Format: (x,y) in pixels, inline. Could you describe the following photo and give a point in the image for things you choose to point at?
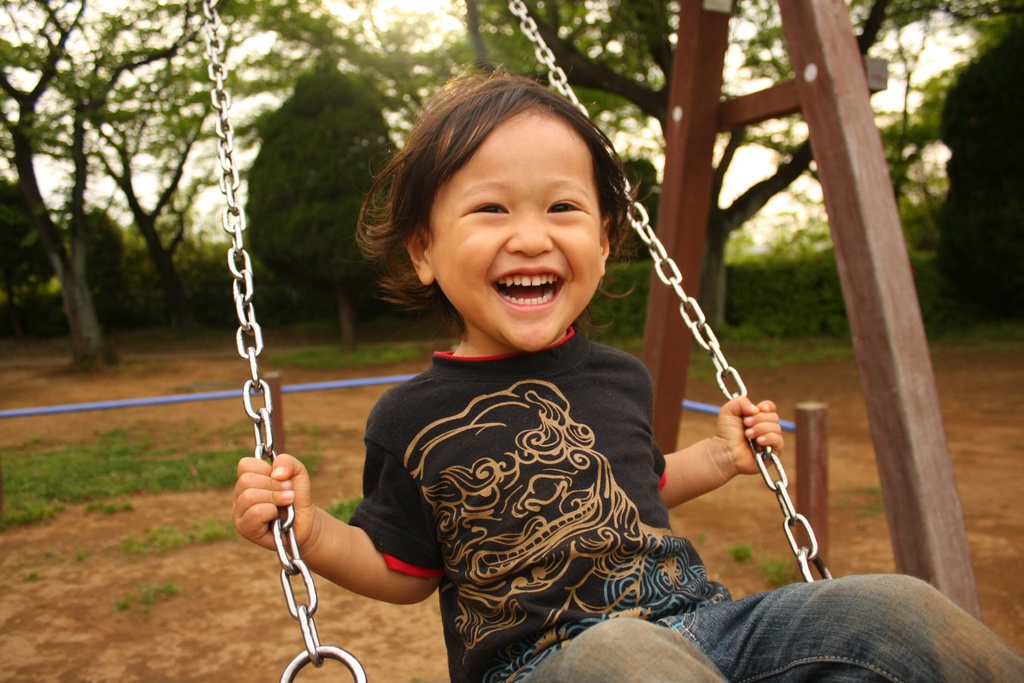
In this image we can see there is a kid (583,337) swinging on a cradle (770,489). And there is a blue color object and there is a wooden stick (273,382). At the back (121,472) there are trees (250,58) and grass (110,466).
